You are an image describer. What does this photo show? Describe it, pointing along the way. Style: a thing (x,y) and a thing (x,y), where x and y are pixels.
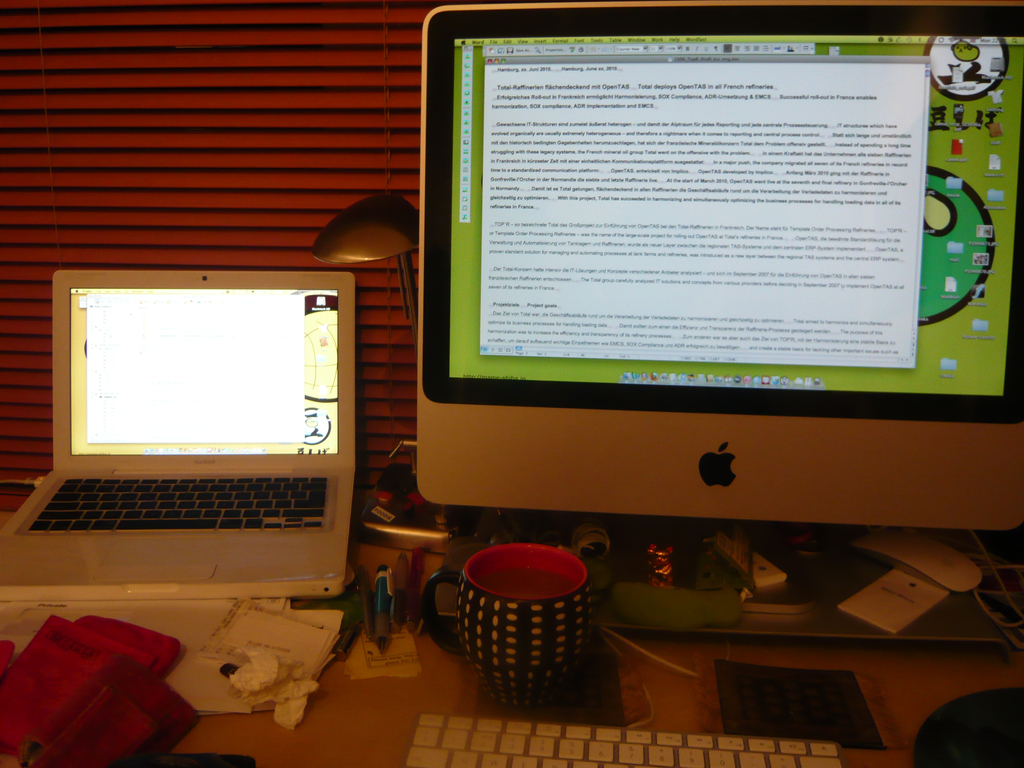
In this picture we can see on table (413,703) we have laptop (222,558), monitor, keyboard (751,759), cloth (31,727), tissue paper (299,702), pens (386,599) and in background (238,159) we can see window blinds (168,113).
